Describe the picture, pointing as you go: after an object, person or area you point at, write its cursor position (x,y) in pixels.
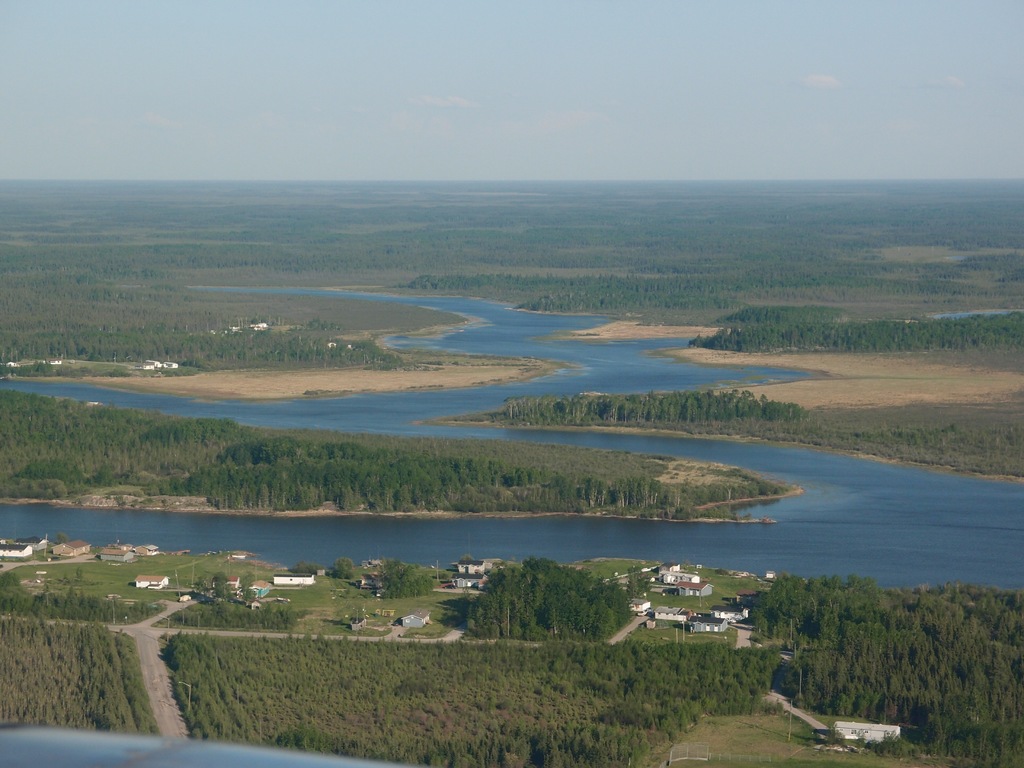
In this picture, we can see a few buildings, trees (860,673), poles (685,626), water (678,560), and we can see the sky (312,62) with clouds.
